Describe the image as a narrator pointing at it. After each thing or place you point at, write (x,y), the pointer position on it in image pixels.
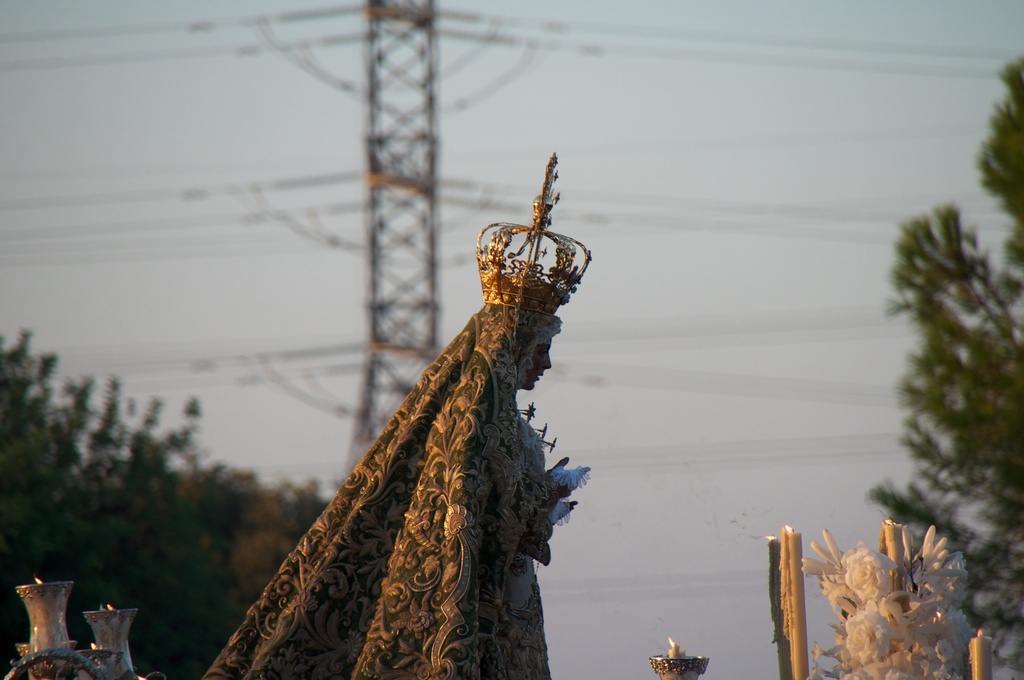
In the center of the image (518,346) there is a statue (498,609). On the right side of the image (1004,405) we can see a tree (926,388). On the left side (164,521) there is a tree (151,507). In the background (303,313) there is a electricity tower (387,203), wires (634,197) and sky (700,179).
